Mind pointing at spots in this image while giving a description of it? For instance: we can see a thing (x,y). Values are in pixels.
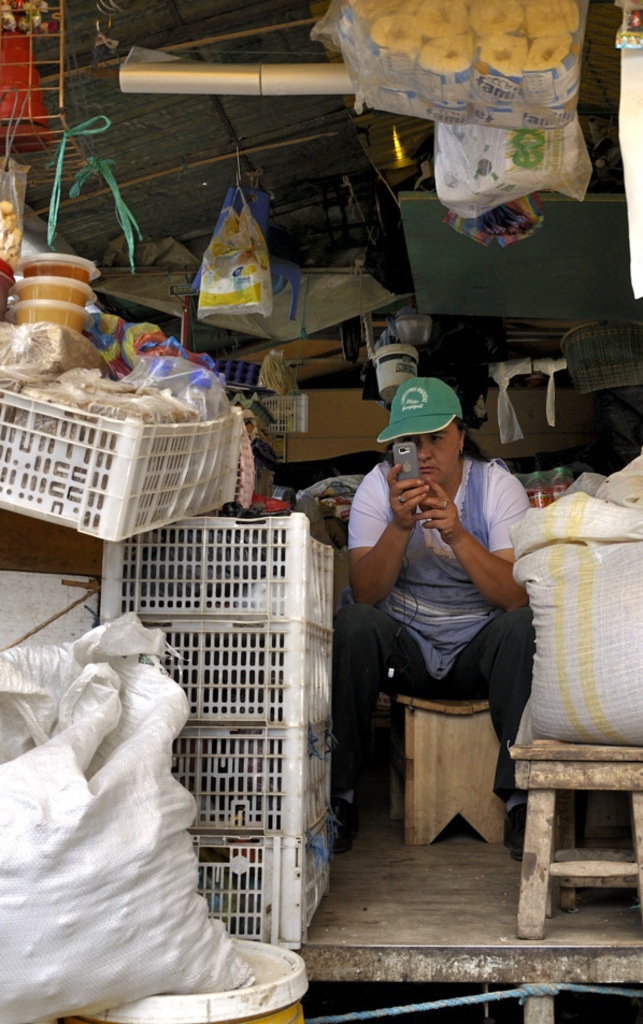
This picture looks like a shop (273,169), we can see some packets (419,62) hanged to the roof (305,55) and also we can see some other objects (261,213).
